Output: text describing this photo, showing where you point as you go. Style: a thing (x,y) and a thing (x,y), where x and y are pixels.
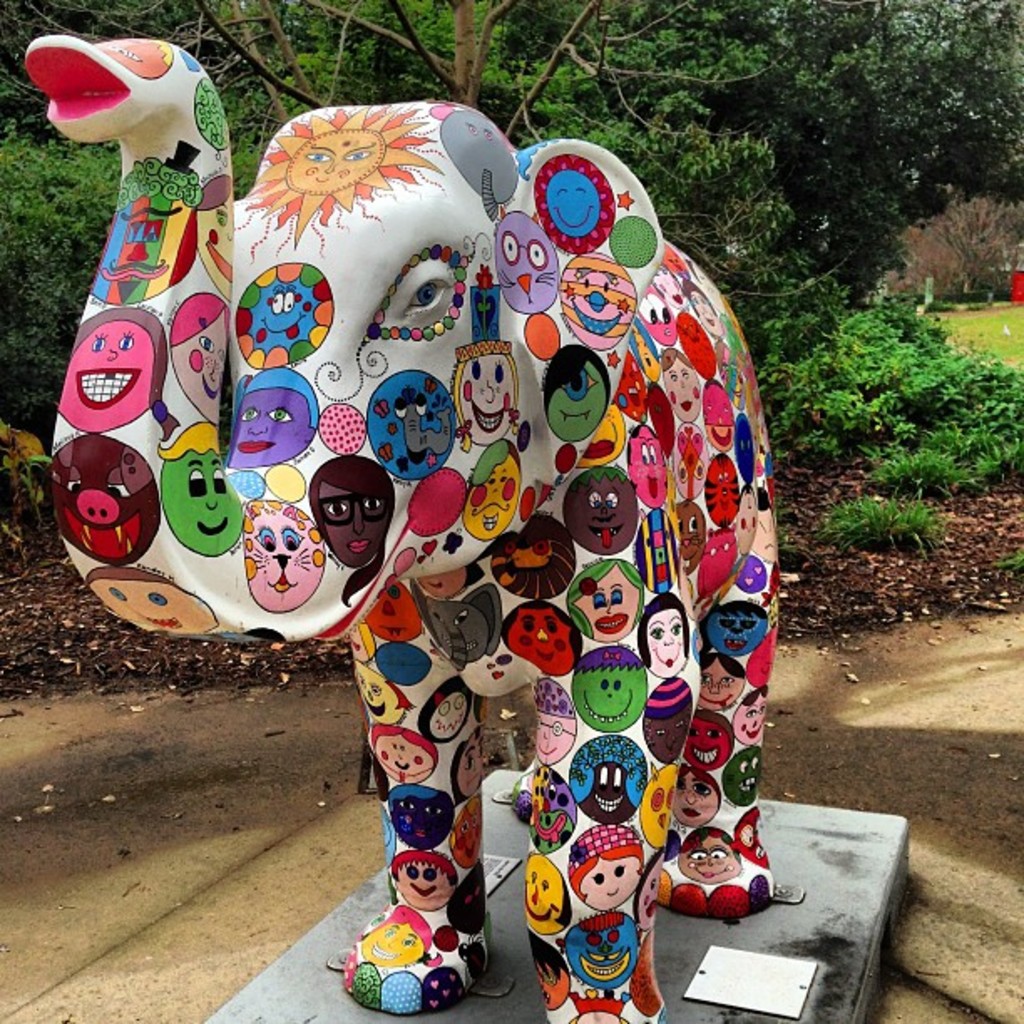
In this image we can see a statue (345,386) of an elephant (456,441) with a painting (661,683) and in the background (738,95) there are few trees (560,84) and plants (866,412).
